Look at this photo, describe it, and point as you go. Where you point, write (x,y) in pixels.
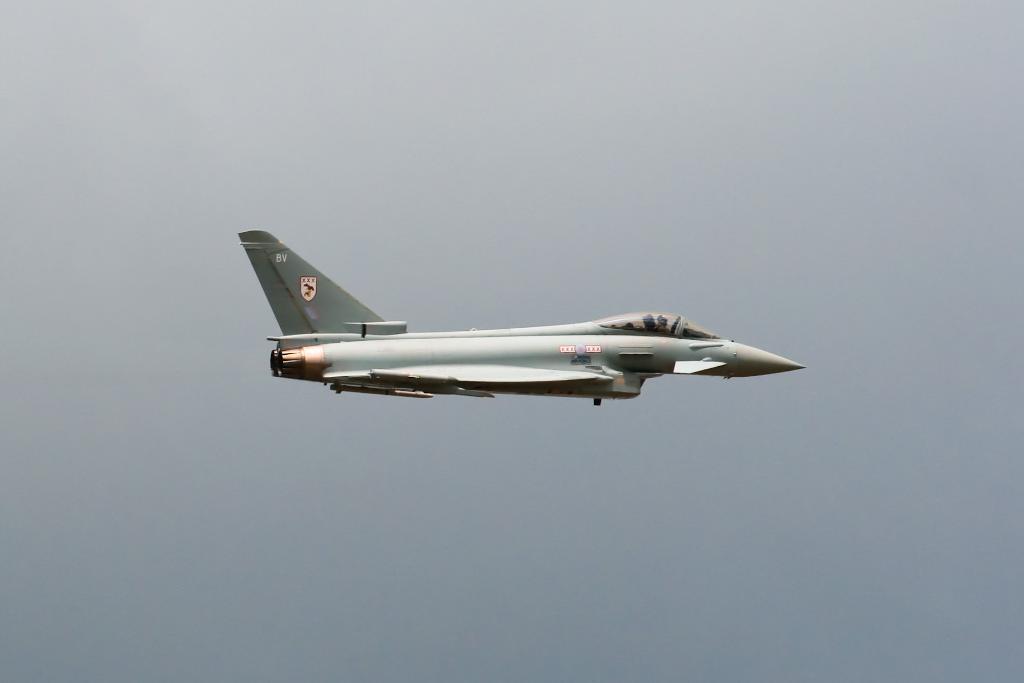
This picture shows a fighter jet (334,383) in the air (318,167) and we see a cloudy sky (572,315).
